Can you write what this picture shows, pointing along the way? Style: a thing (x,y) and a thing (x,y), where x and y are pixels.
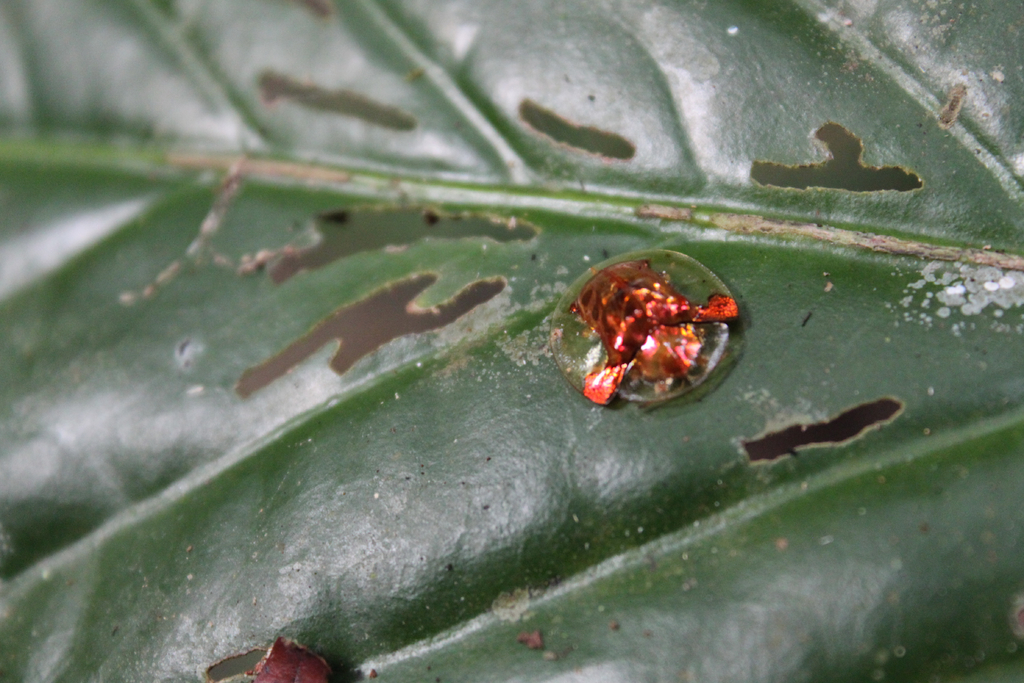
It is a leaf (1010,437) in green color.
